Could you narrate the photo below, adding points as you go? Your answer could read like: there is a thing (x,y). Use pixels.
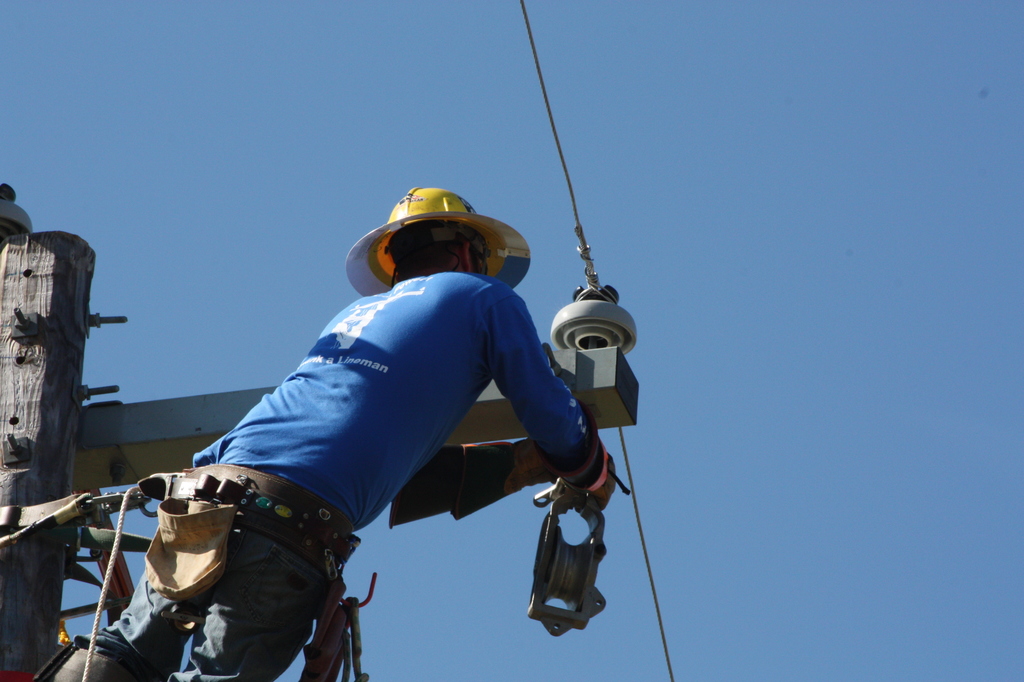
In this image there is a man (398,320) standing, he is holding an object (560,484), there is a pole (46,394) towards the left of the image (50,379), there is a rope (107,573) towards the bottom of the image (122,508), there are wires (646,555), there is the sky (238,331).
